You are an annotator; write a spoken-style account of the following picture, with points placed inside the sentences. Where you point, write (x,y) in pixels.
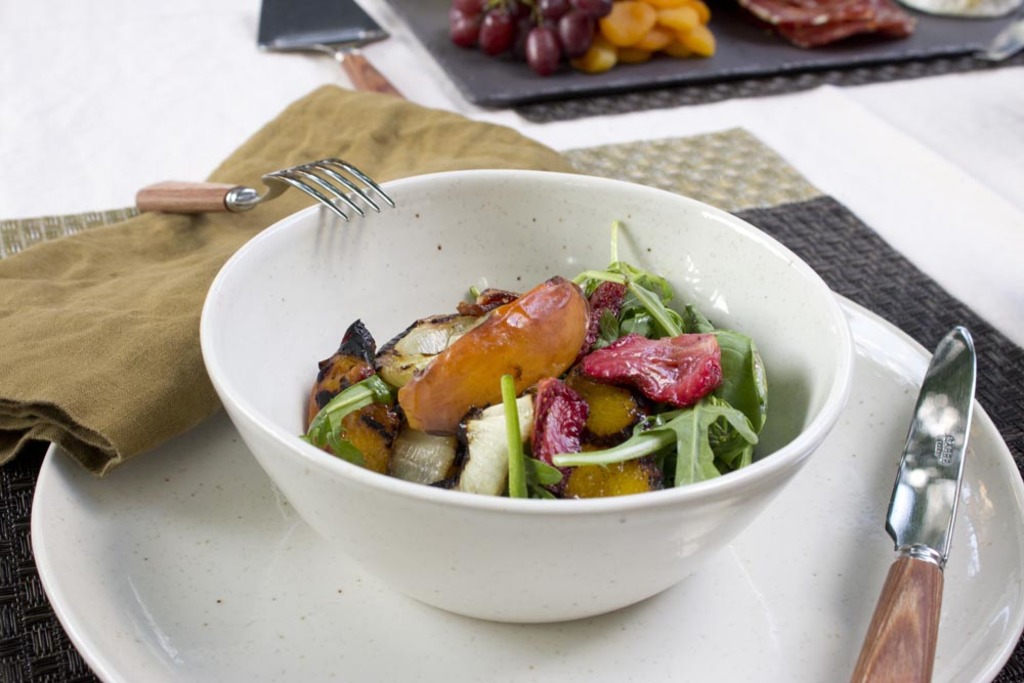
In this image, we can see a table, on the table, we can see a white colored cloth (970,164). In the middle of the table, we can see a mat (24,489) and a plate (372,616). On the plate (786,650), we can see a knife (905,441) and a bowl (531,249) with some food (517,326). On the left side of the table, we can see a cloth (108,225) and a fork (244,203). In the background (600,69), we can see some fruits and a spoon (376,33).
